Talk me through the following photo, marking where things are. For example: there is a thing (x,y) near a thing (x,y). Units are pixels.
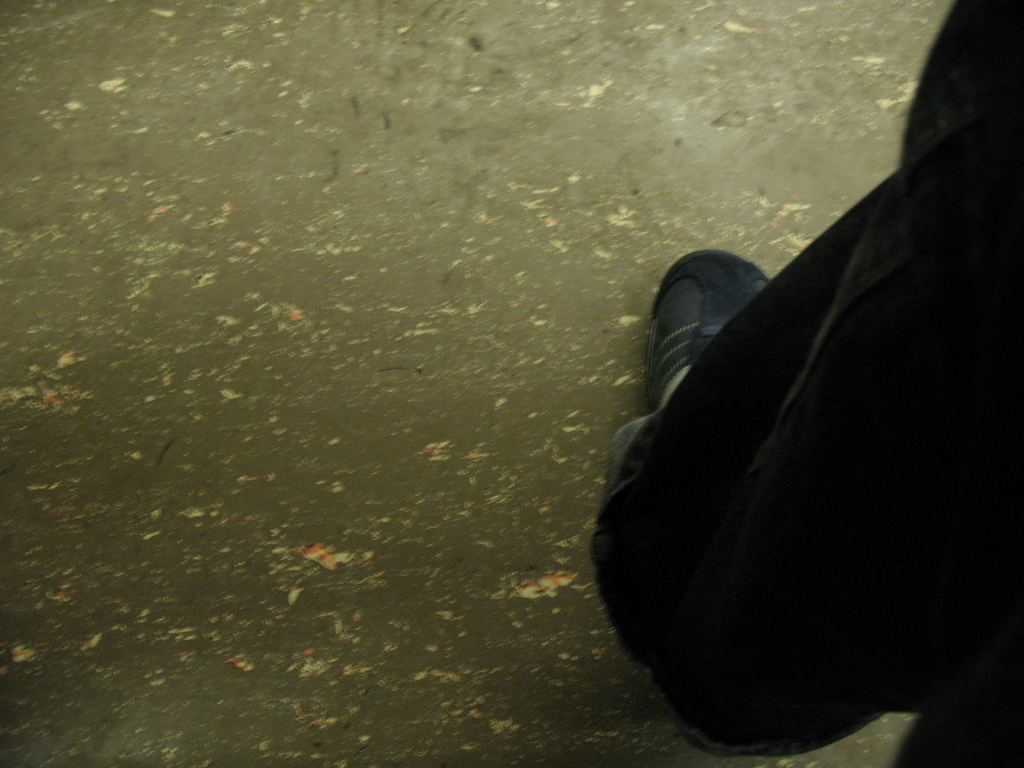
As we can see in the image on the right side (969,413) there is a person (932,414) wearing black color shoe (693,350).
